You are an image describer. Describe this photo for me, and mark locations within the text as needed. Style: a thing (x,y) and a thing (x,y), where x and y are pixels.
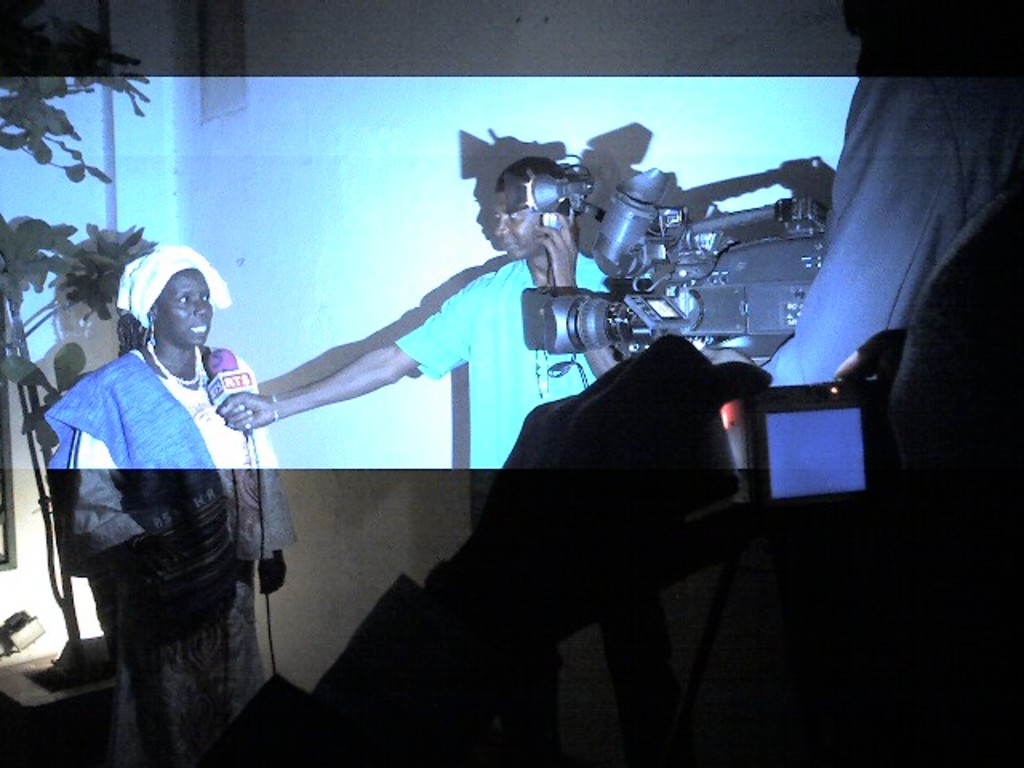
In the image on the right side (921,428) we can see two persons (851,584) were holding camera (755,435). In the background (380,108) we can see wall (24,494), plants (42,504), lights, two persons (134,625) were standing and the middle person (452,350) is holding microphone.
